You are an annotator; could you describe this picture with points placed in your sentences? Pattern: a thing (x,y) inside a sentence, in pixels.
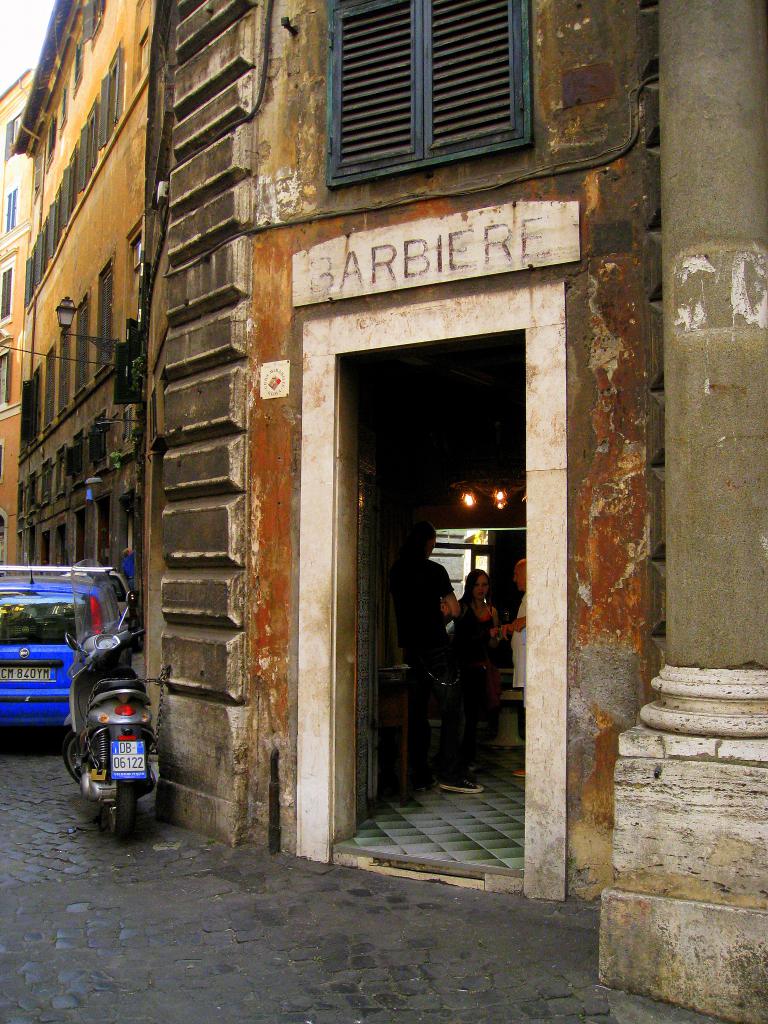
In this image I can see people (469,635) in the building (484,737). Here I can see vehicles (79,742) on the ground (66,841). I can also see windows (102,284) of the building (102,214).
